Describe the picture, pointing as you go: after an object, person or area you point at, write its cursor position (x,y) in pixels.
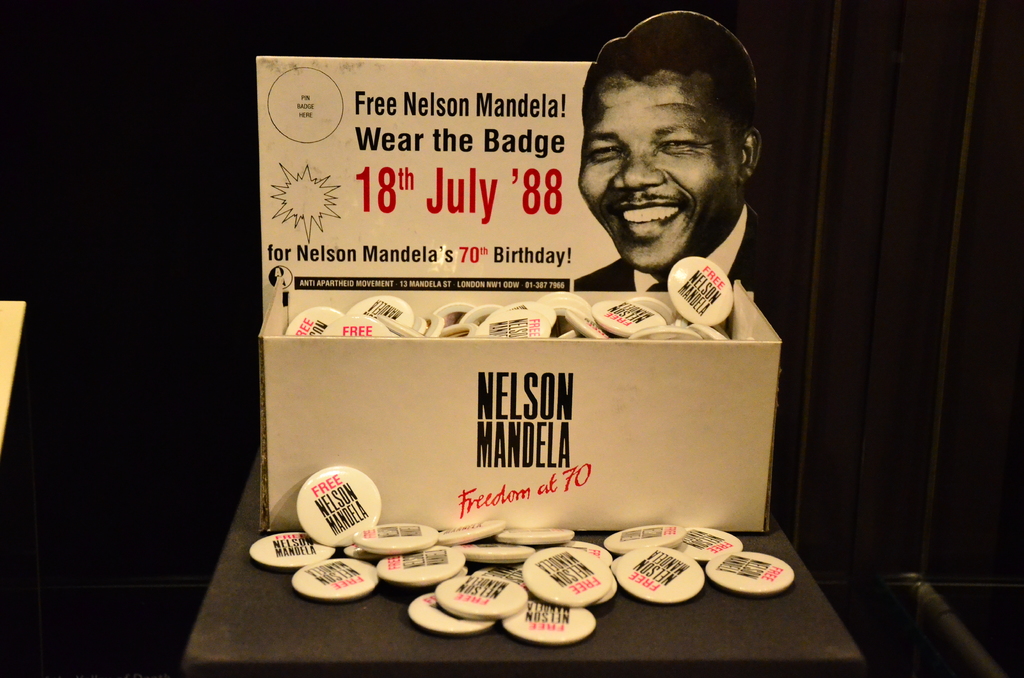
In the picture there are a lot of badges (690,289) of Nelson Mandela (665,152) kept in a box (379,271) and the background of the box (758,435) is in black color.
